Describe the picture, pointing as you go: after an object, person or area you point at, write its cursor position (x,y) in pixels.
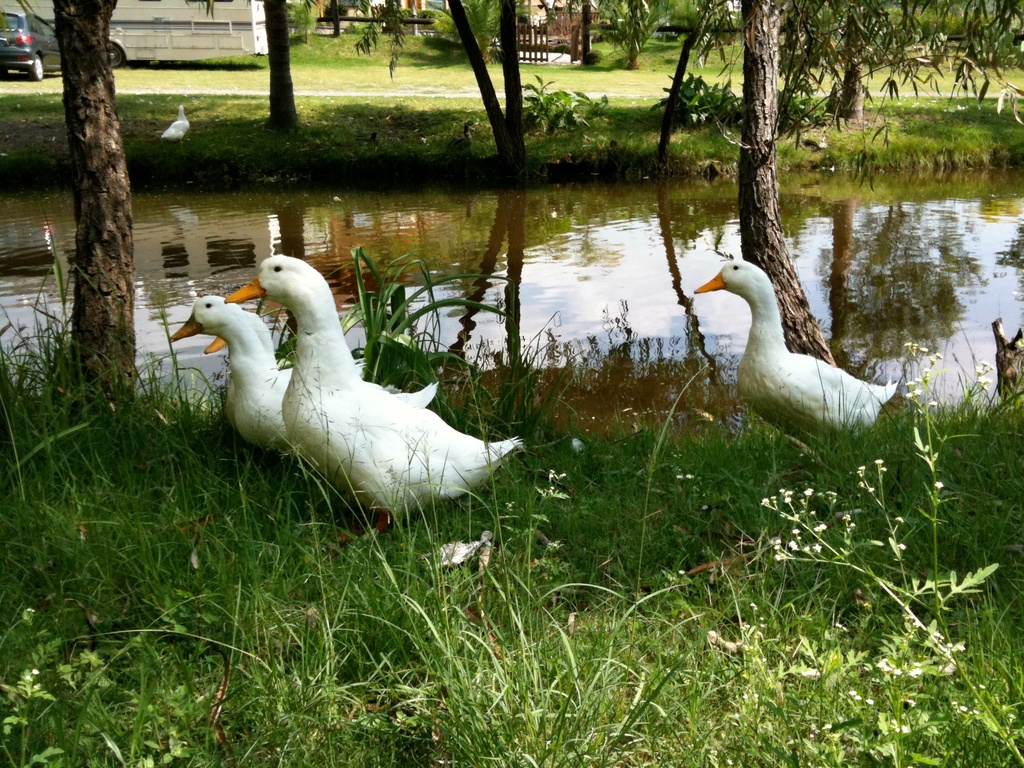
There are white color ducks (773,363) standing on the grass (322,495) on the ground (272,481). In the background (749,115), there are trees (74,119), water (494,207), vehicles (30,25) parked and grass (603,85) on the ground (341,80).
